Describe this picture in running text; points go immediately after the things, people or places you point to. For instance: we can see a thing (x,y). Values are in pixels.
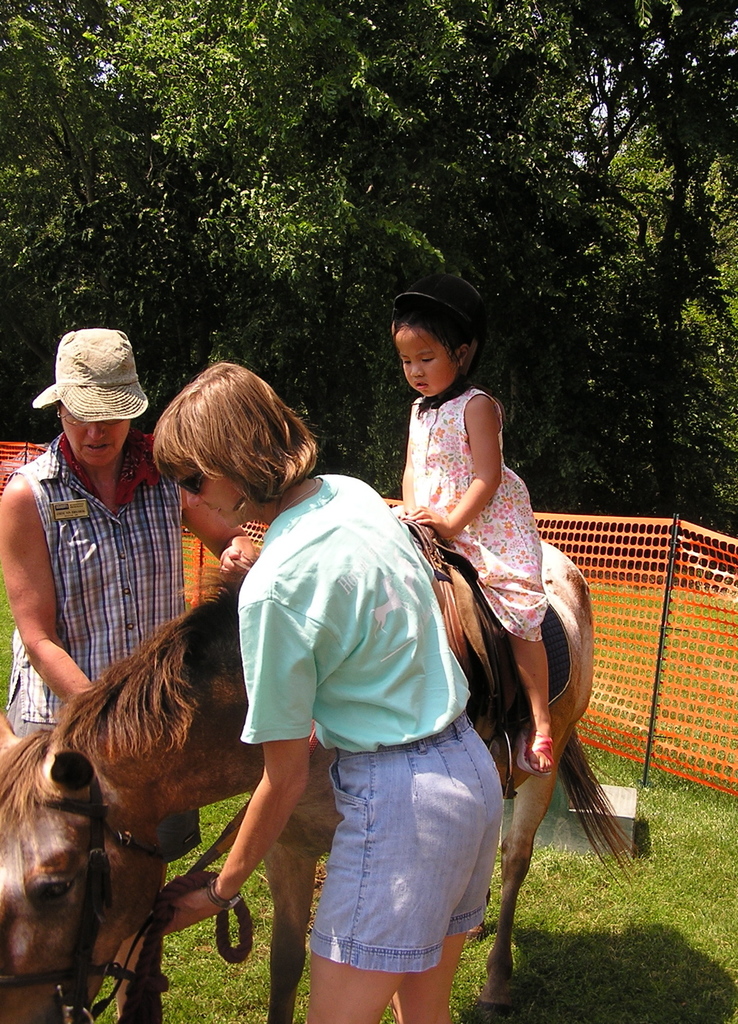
In this picture there is girl child (489,455) sitting on a horse (128,916) and two women (283,597) are holding the belt (185,889) of horse (131,930). The woman (85,621) to the left side (85,642) is wearing a cap (102,357). At the background (598,583) there is net (611,521), trees (667,385). At the bottom (614,947) there is grass (567,941).
